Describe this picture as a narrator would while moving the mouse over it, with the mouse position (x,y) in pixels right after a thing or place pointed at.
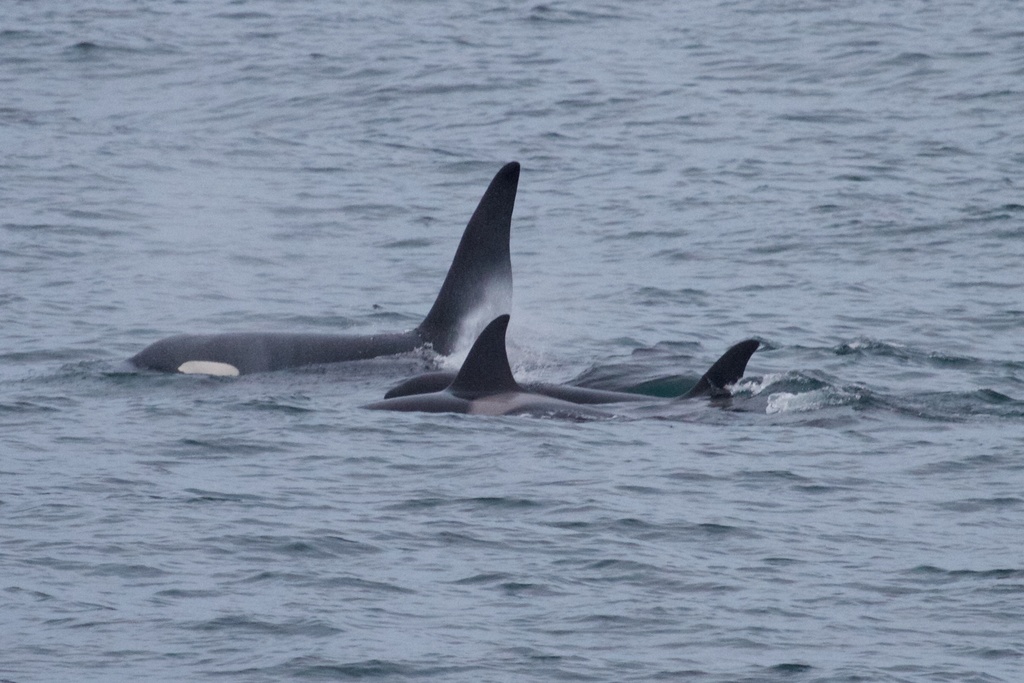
In the center of the image (374,334) there are orcas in the water (693,285).
